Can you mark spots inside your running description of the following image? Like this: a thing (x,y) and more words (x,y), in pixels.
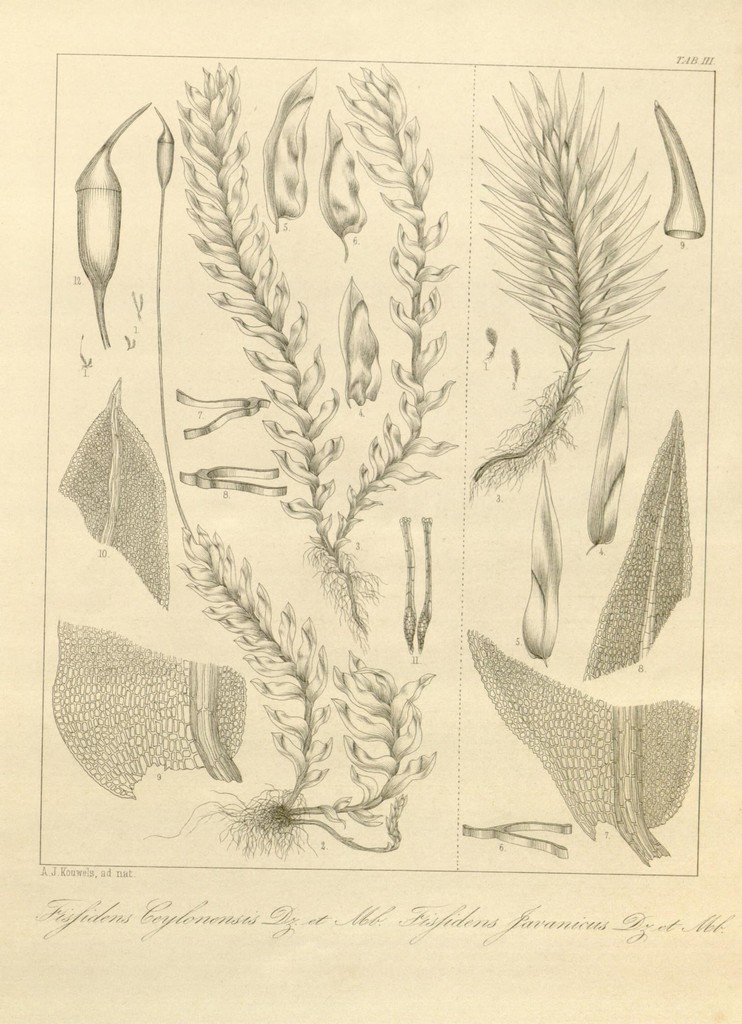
This image consists of a paper (446,648). In which there are pictures (613,753). It looks like plants (303,782) and leaves (633,582). At the bottom (81,882), there is a text (92,877).
